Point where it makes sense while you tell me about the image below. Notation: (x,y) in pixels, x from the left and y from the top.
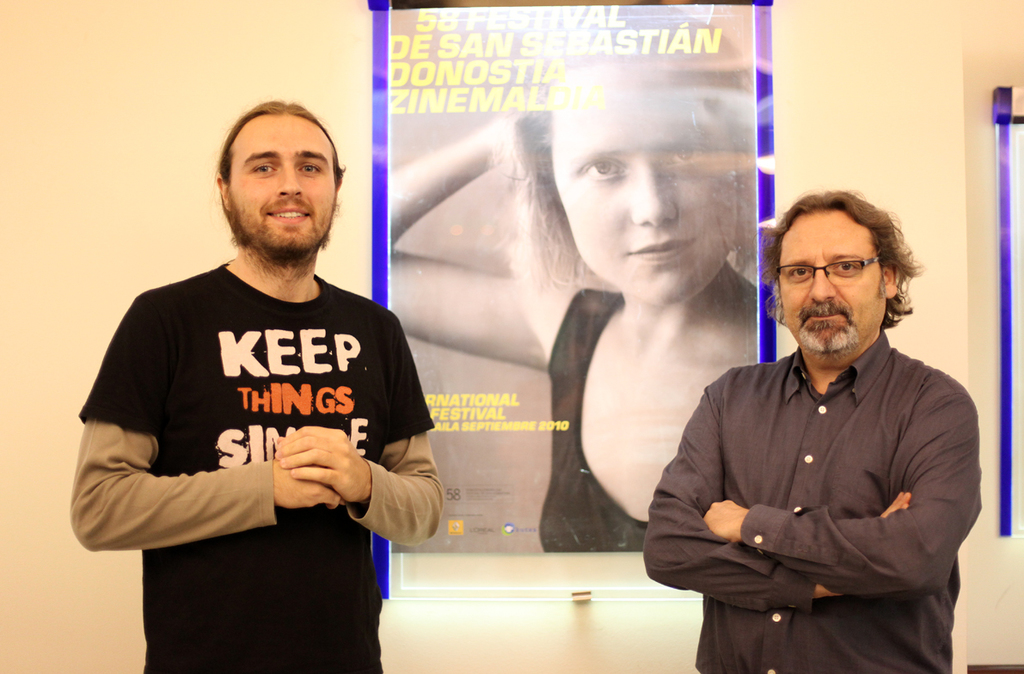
On the left side (258,161) a man (349,376) is standing, he wore a black color and smiling, in the middle (424,344) there is a poster (620,290) of a woman (649,343). On the right side (825,559) other man (778,525) is standing and holding his hands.
